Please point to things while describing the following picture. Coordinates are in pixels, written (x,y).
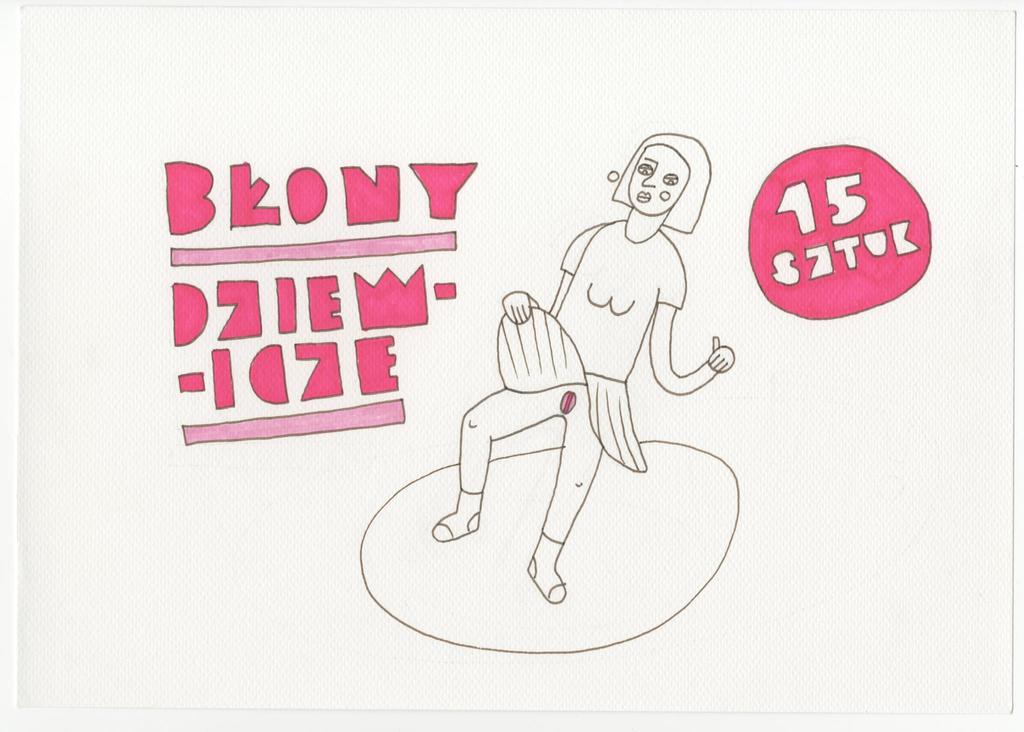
In this image I can see a white colour tissue paper like thing (752,181) and on it I can see a sketch (384,507). I can also see something is written on the both sides of the tissue paper (716,392).
